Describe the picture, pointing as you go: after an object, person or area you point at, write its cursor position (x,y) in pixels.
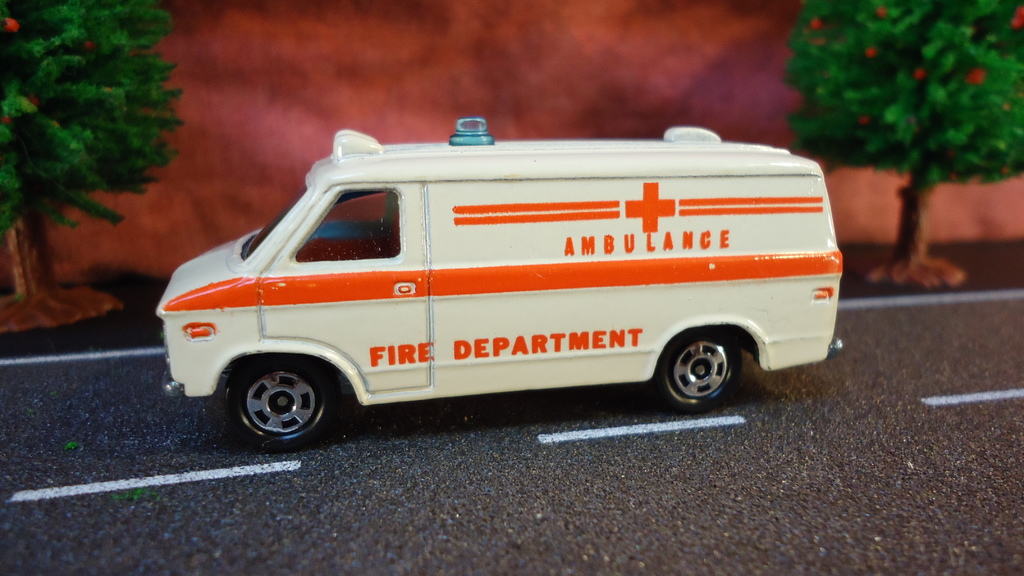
Here there is a toy vehicle (393,300) on the road (675,413). In the background (942,94) there are toy trees (807,104).
